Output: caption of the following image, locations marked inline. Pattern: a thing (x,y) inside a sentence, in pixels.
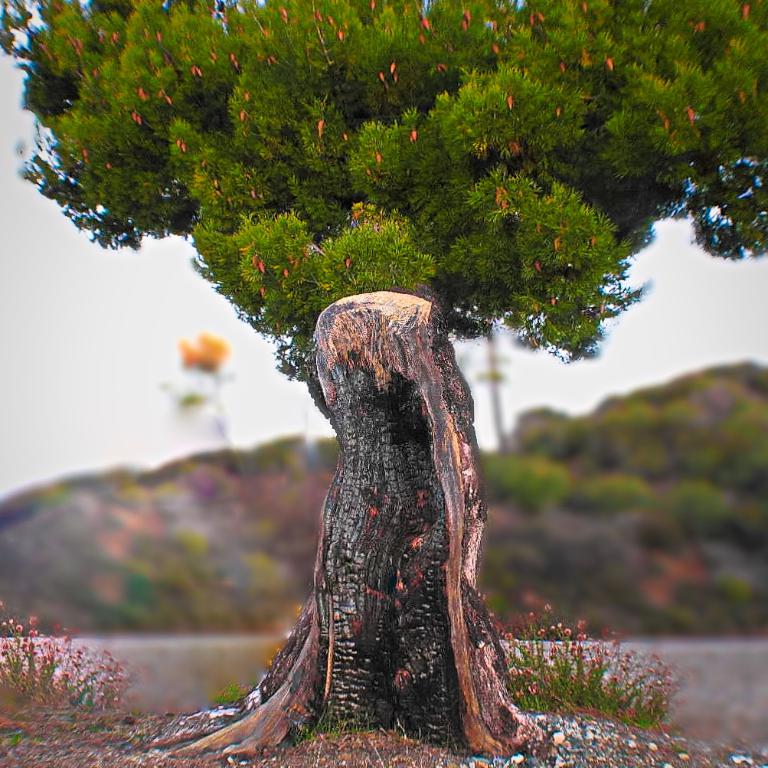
In this image I can see a tree (493,215) and trunk (397,558). Back I can see a mountain (522,469) and it is blurred.
